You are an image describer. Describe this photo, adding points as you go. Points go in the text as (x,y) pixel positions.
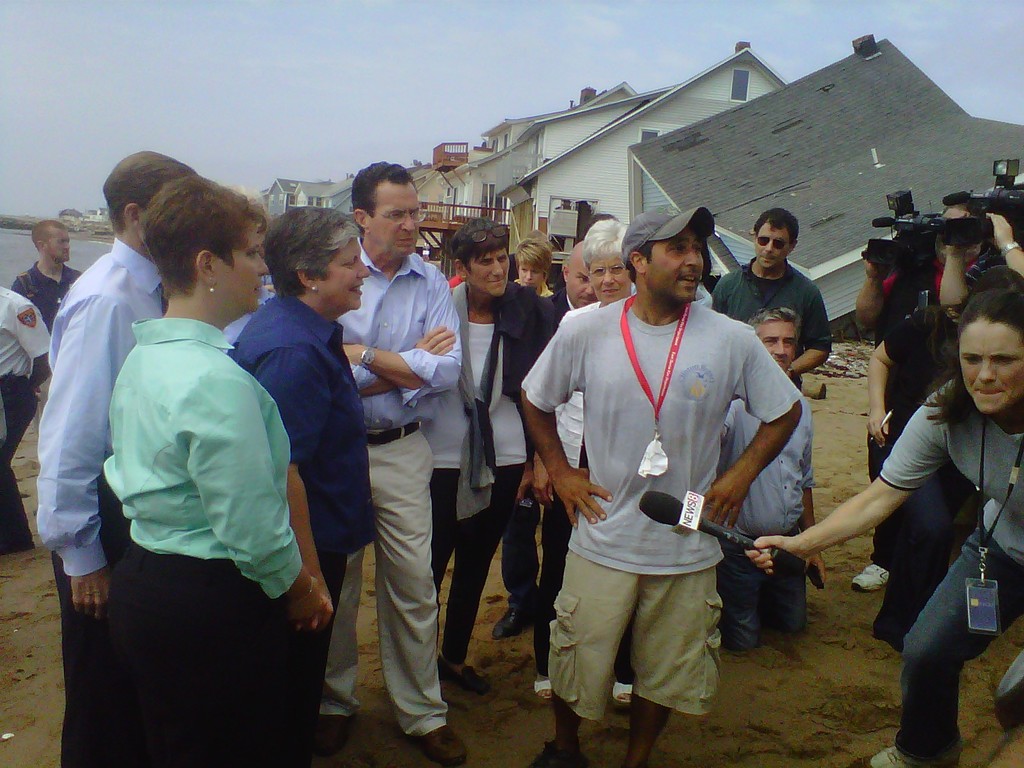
In this image there are a group of people (477,353) who are standing, and two of them are holding cameras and one person (993,342) is holding a mike (737,544). And in the background (521,224) there are some houses (492,154), and there is a sea (24,256). At the bottom (32,641) there is sand (862,457), and at the top (26,128) there is sky (531,108).
